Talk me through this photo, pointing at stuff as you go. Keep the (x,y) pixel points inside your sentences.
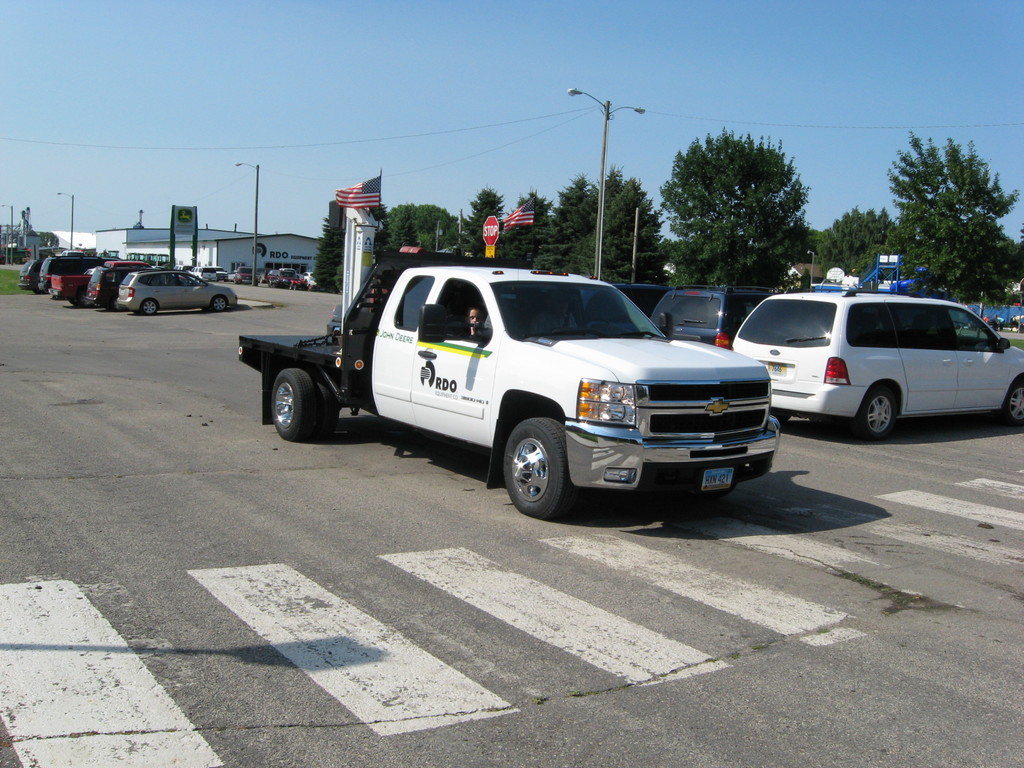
In this picture there are vehicles (639,398) on the road (893,753). In the foreground (497,289) there is a person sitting inside the vehicle (430,355). At the back (76,243) there are buildings (147,245) and trees (904,217) and street lights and flags (530,205) and there is text (277,254) on the wall (262,266). At the top (161,74) there is sky (161,71). At the bottom (453,650) there is a road (189,622) and there is grass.
